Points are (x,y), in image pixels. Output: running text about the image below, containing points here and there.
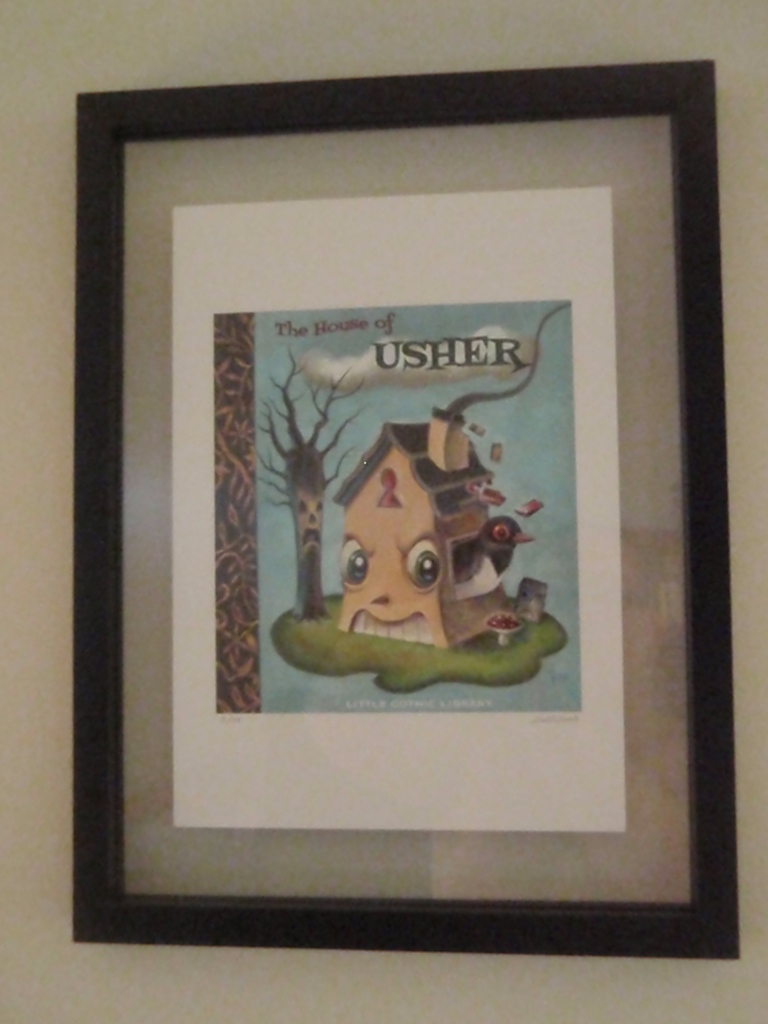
In this picture we can see the drawing photo frame (208,444), placed on the white wall (662,997).
